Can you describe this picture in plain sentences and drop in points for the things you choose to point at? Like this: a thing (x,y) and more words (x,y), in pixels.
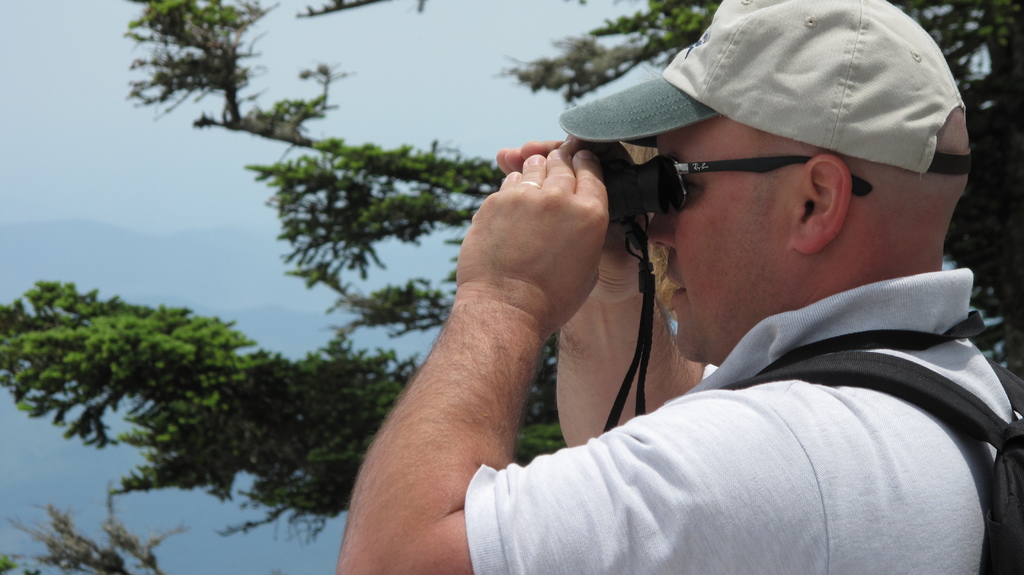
In this image there is a man (675,199) holding binoculars (622,185), there is a tree (194,420), there is sky (138,180).
